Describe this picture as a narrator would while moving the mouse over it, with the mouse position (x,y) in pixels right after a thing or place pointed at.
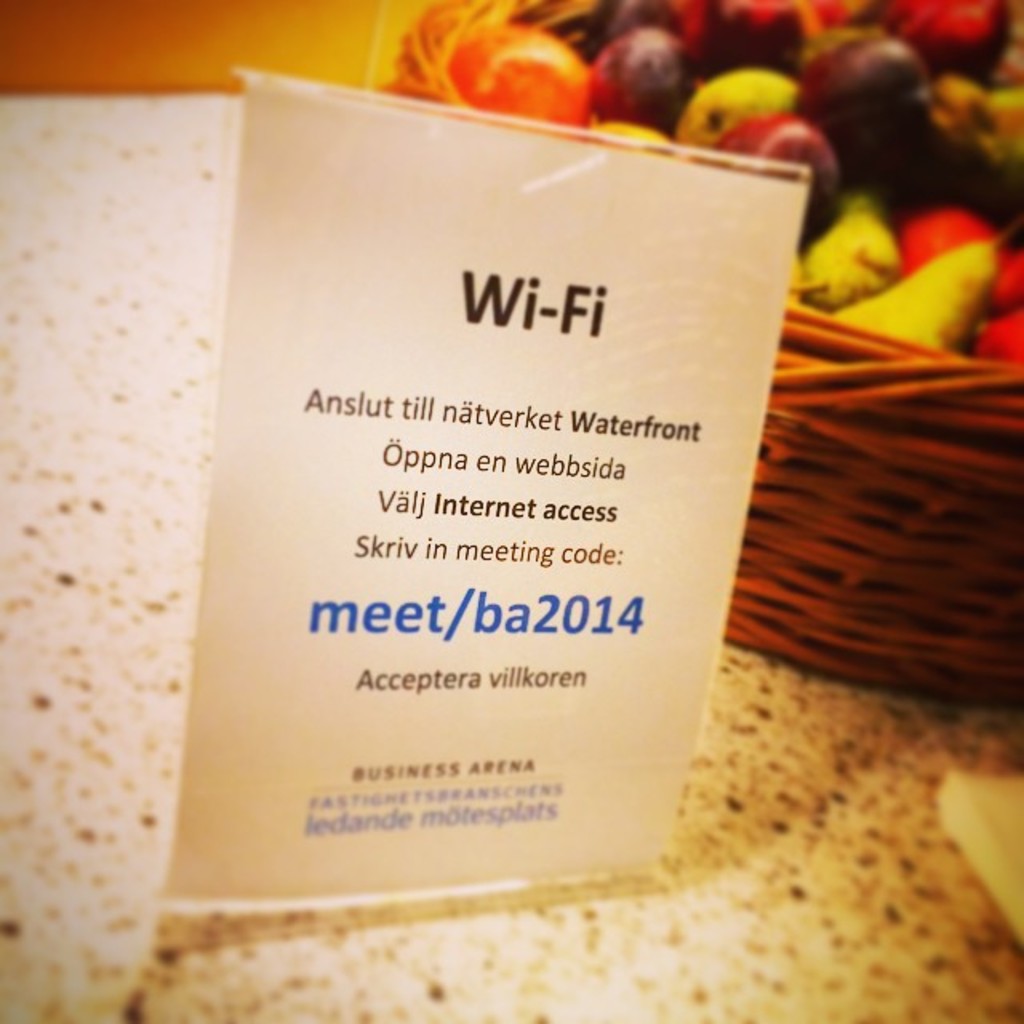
Here I can see a tag (301,496) with some text (545,593) and numbers (570,628). On the right side (915,403) there is a basket (894,413) which consists of some fruits (801,97).
